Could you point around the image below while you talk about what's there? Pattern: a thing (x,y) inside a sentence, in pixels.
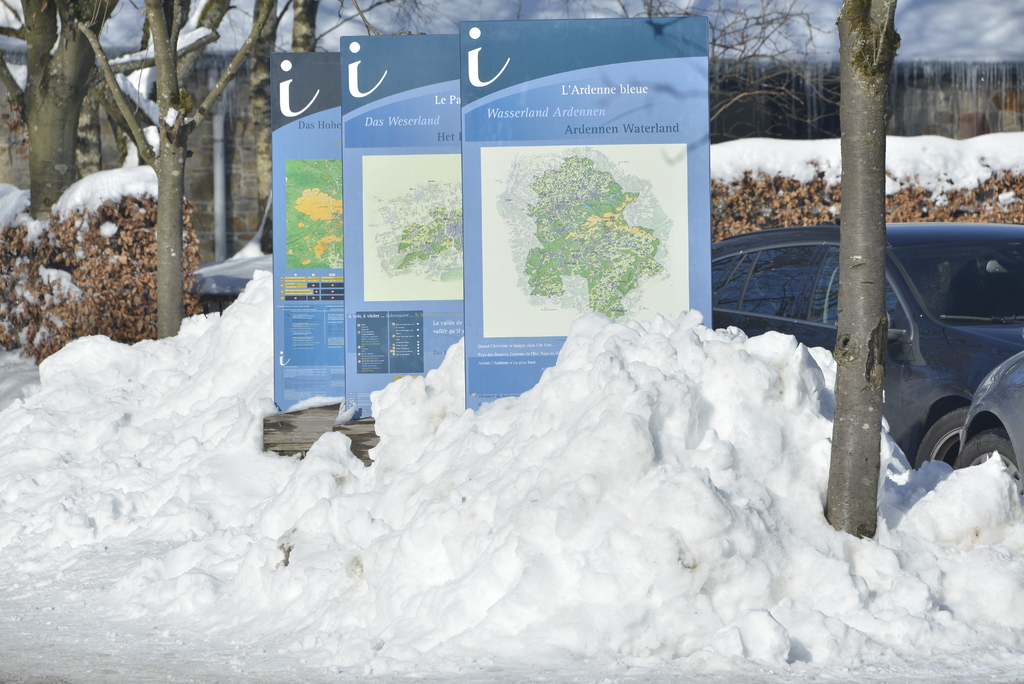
In this picture we can see cars (919,354), snow (616,480), banners (473,255), trees (29,0) and in the background (220,244) we can see a pipe (215,145).
